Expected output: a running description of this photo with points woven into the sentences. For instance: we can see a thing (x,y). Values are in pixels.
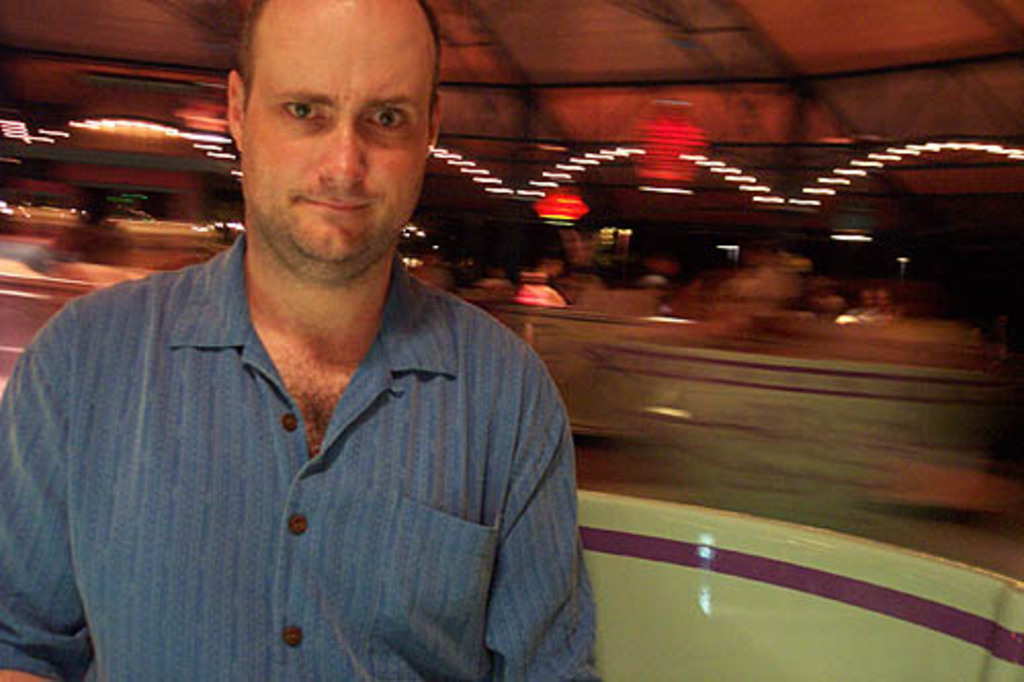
In the front of the image (398,319) I can see a person (445,631) and white object (887,573). In the background of the image (695,29) it is blurry. I can able to see lights (19,127) and objects (669,150).
